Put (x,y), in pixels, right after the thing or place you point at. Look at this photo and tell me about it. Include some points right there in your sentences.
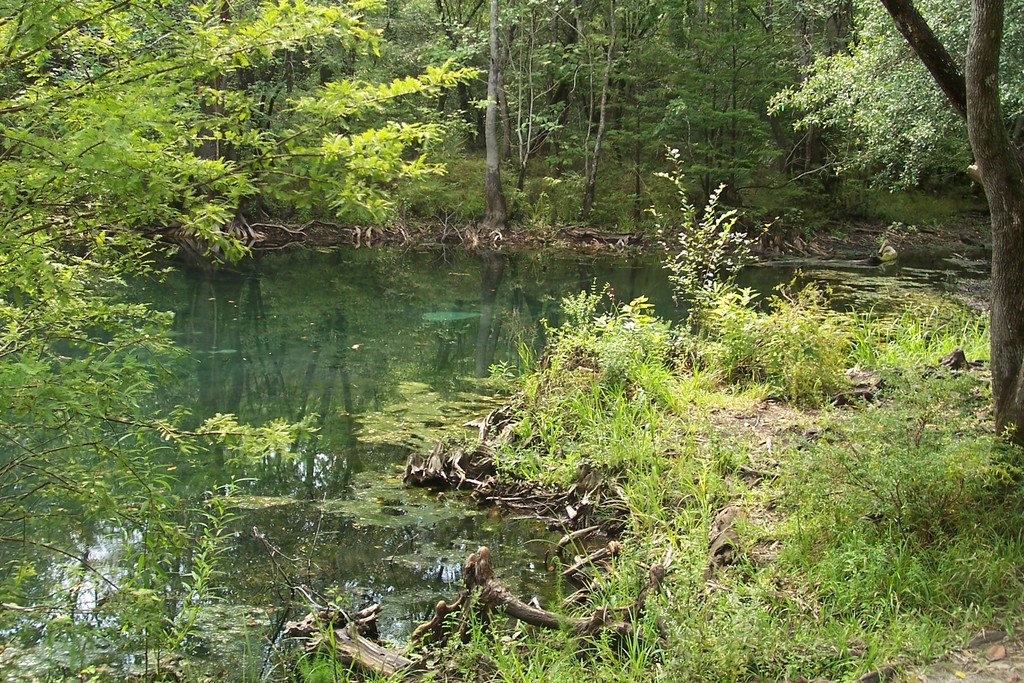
In this picture I can see there is a pond (379,443) and there are twigs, leaves (225,439) in the pond (395,604). There is grass (705,482), plants (205,573) and trees (297,131) in the backdrop (273,103).
